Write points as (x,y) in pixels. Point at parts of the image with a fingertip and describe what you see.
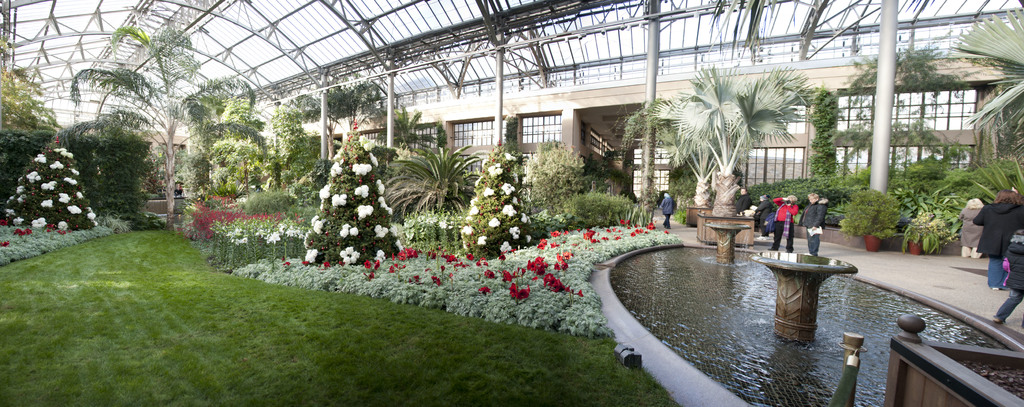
In this image in the front (416,355) there's grass (416,355) on the ground (431,353). In the center (429,247) there are plants (509,249), flowers (540,260) and there is water (717,263) and in the background (579,197) there are persons (1007,228), pillars (502,139), windows (561,129) and plants (24,195).
